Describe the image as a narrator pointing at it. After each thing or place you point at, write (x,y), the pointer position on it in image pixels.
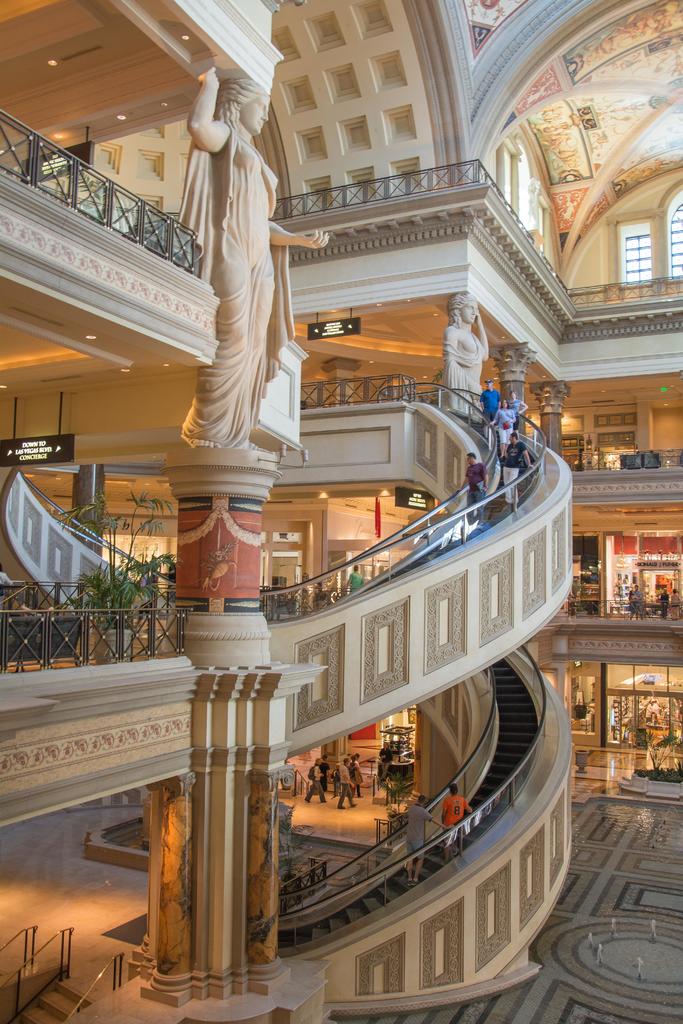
In this picture we can see the inside view of a building (299,975). Here we can see escalators (306,950), pillars (214,728), statues (215,185), boards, railings (70,171), ceilings (38,65), lights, windows (625,695), and people (416,816).
